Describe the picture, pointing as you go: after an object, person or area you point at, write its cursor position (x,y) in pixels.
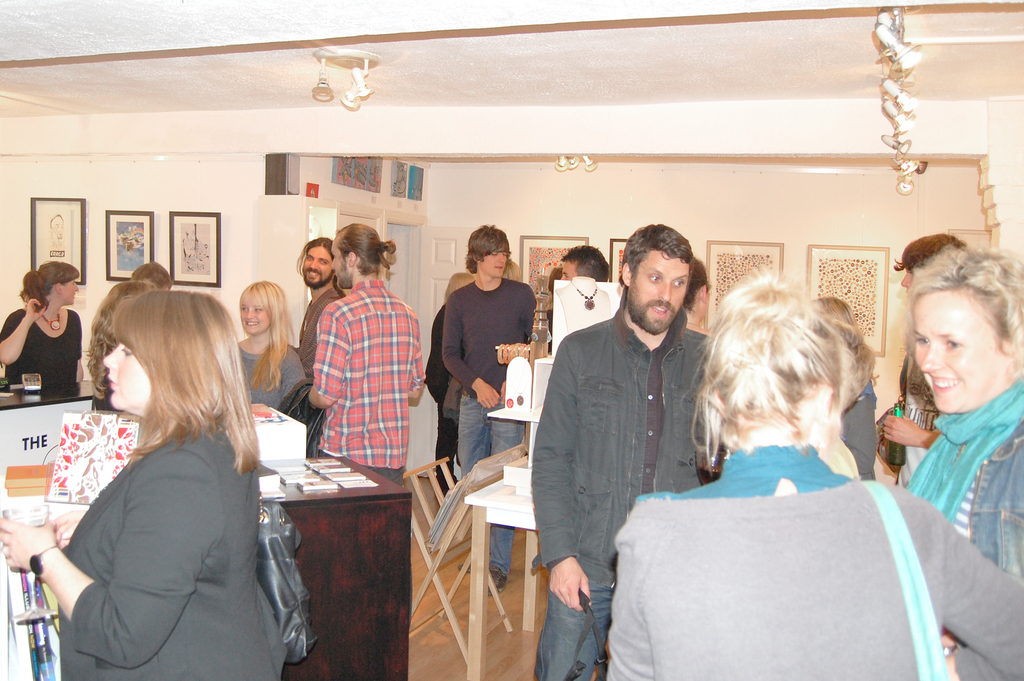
In this picture we can see some persons (162,638) are standing on the floor (492,614). There is a table (299,512). On the background (248,212) there is a wall (198,209) and these are the frames (871,259). And this is floor (433,652).
